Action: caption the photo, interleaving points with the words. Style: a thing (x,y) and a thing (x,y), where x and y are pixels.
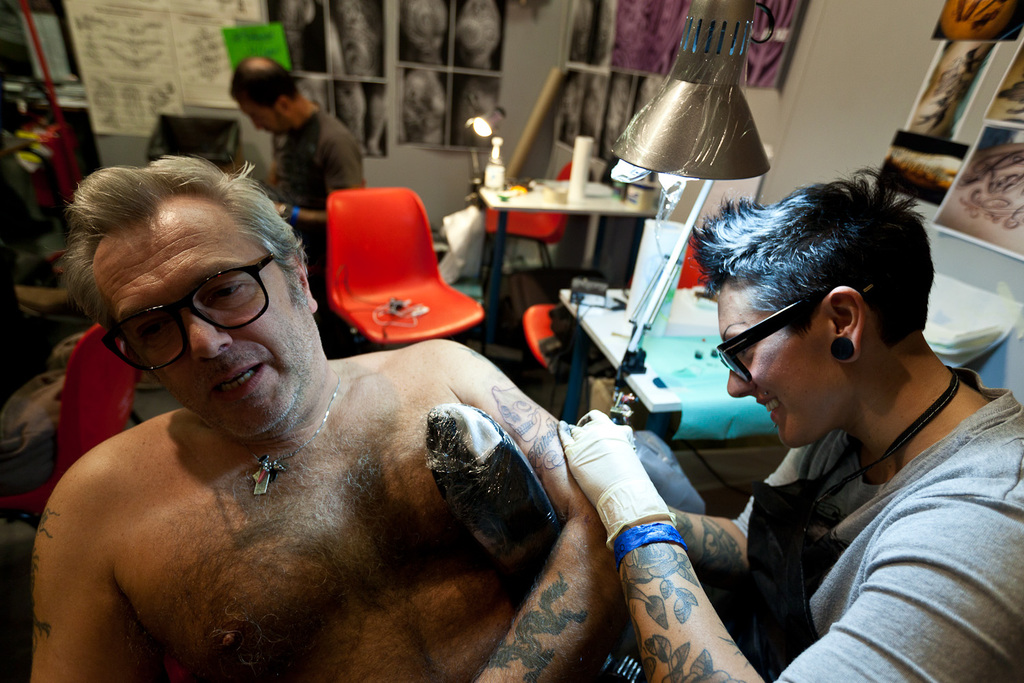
In this image there are three persons (285,396) at the right side of the image (921,600) there is a person (883,502) wearing grey color T-shirt (921,518) making a tattoo (542,464) on a body (349,521) of this man (311,478) and at the background (347,164) there is a person (339,120) sitting.
